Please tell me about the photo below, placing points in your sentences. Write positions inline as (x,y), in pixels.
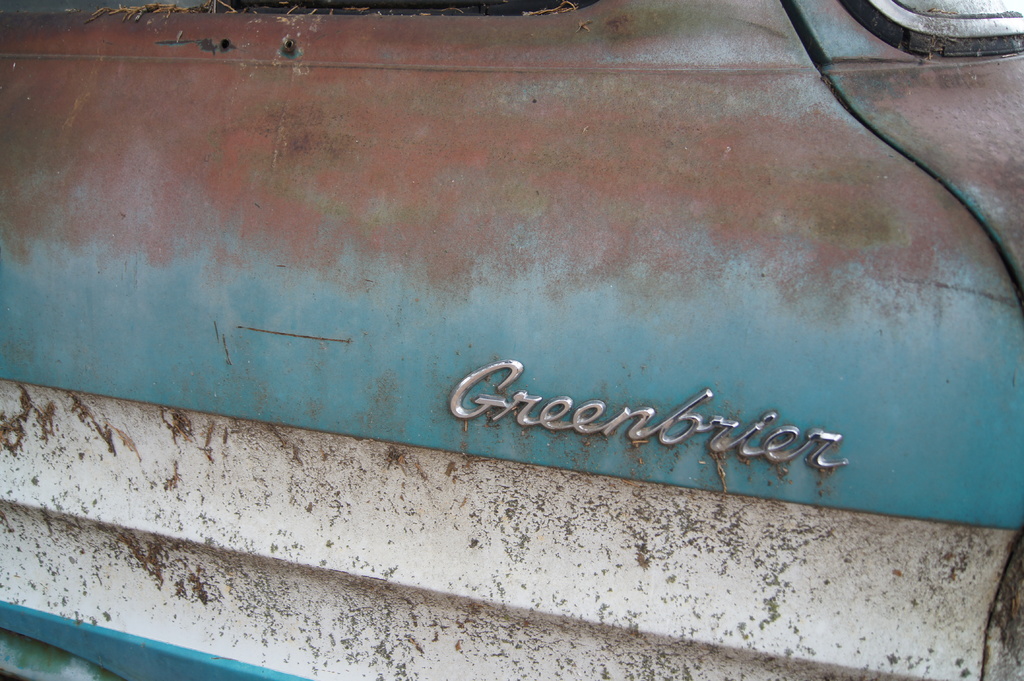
In this picture I can see a logo (650,408) on the vehicle (650,408).
